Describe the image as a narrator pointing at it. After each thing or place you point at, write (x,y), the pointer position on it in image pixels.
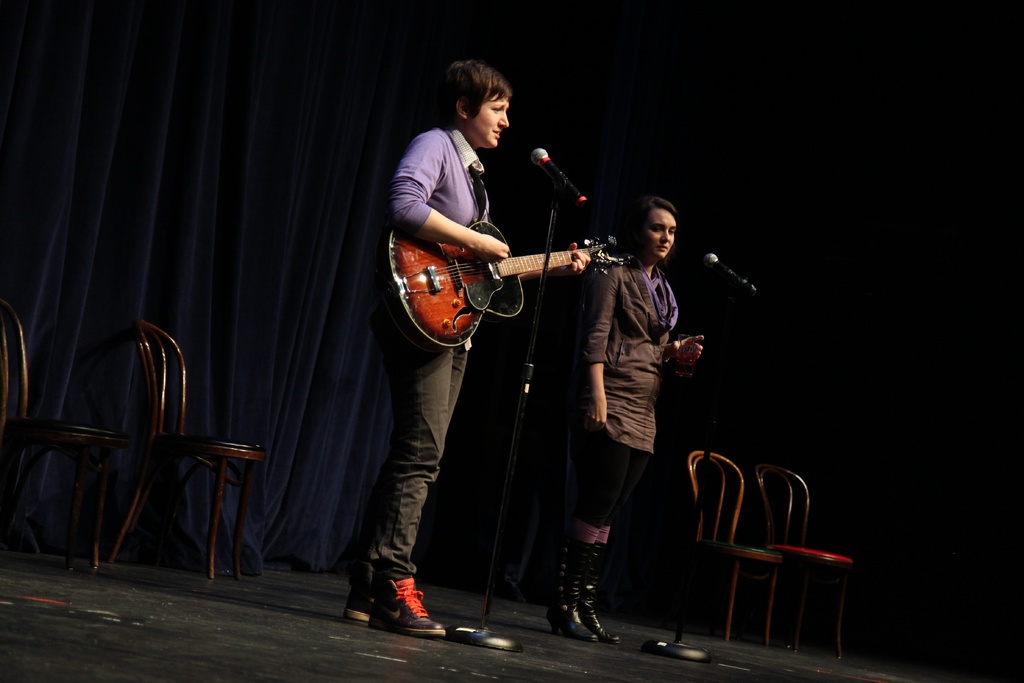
A woman (458,139) is playing guitar (449,277) and singing. In front of her a mic stand (559,195) is there. Another lady (625,398) wearing brown jacket (631,373) wearing boots (591,552). In front of her mic stand (727,266). there are some chairs (176,446). in the background (236,185) there is a curtain (325,377).
